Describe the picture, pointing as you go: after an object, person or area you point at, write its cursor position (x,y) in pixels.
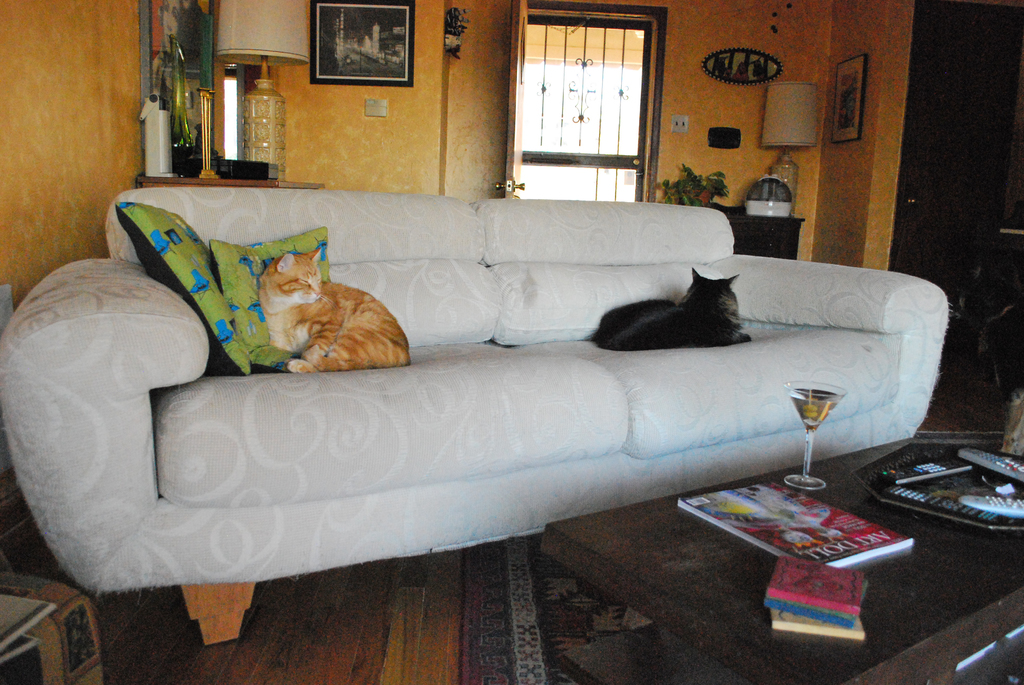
This picture shows a sofa (404,406) on which two cats (606,316) are sitting. There are some pillows (210,312). In front of sofa (609,487) there is a table (919,596) on which some books (792,537), remote (936,463) and glass (808,422) were placed. In the background (593,94) there is a window (554,96) and a photo frame (353,54) which is attached to the wall (360,117) here.
